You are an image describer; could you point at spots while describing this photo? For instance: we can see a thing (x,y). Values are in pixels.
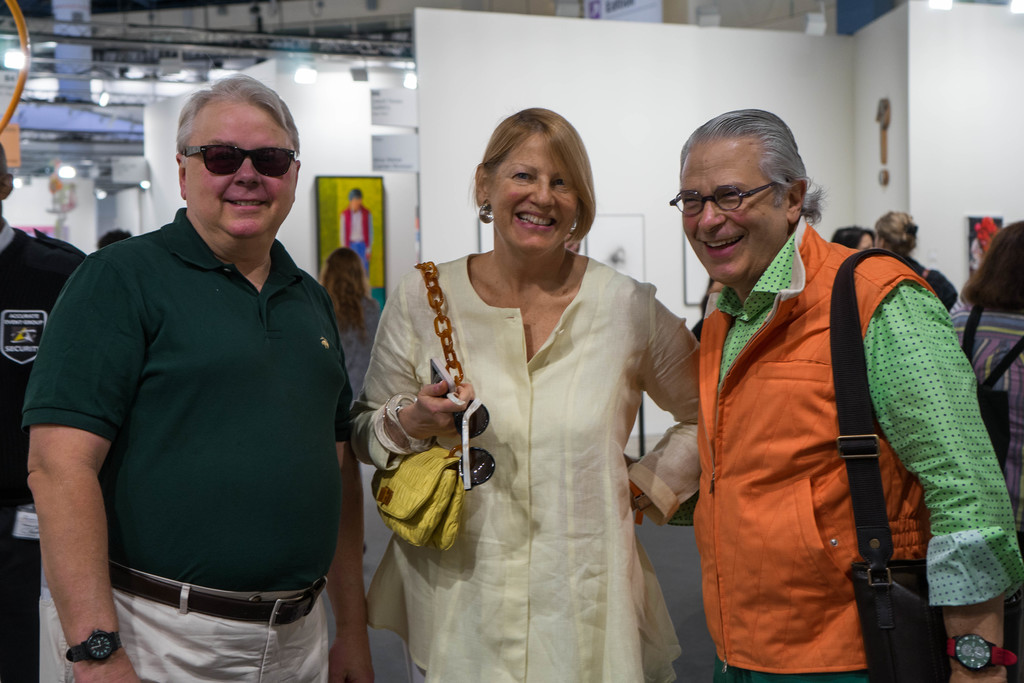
In this picture we can see three people (493,564) and they are smiling and in the background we can see a group of people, lights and some objects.
